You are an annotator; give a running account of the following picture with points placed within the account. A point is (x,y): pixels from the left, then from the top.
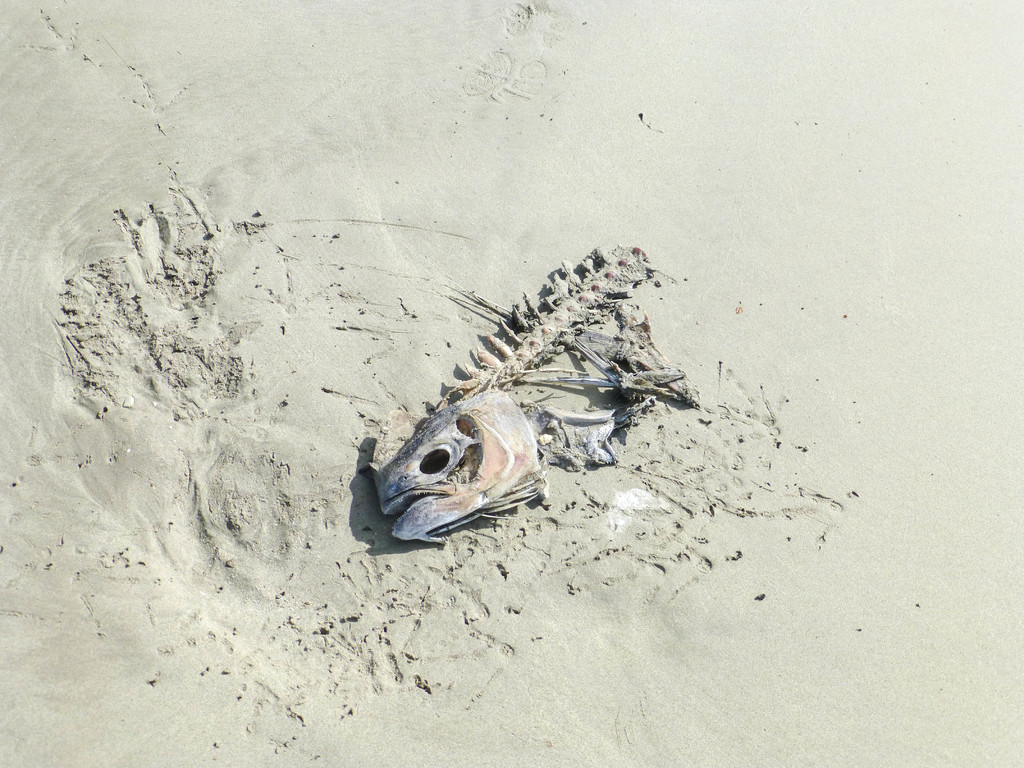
In the center of the image (465,477) there is a skeleton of an animal (580,451) in the sand (194,481).
